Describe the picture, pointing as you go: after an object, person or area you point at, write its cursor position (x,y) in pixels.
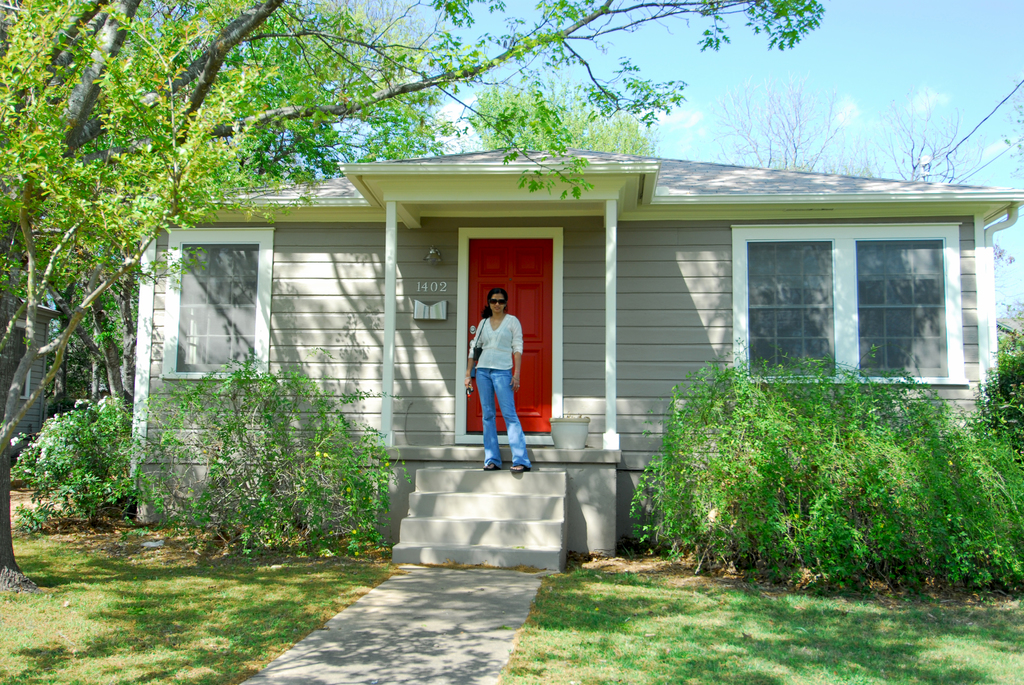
In this image I can see a gray color house (628,265) and i can see a woman (472,373) standing on staircase (473,498), in front of a red color door (530,297), under the house (417,266), at the top (738,86) I can see sky (723,89) and in front of the house (145,415) I can see plants (226,473) on the left side (97,206) I can see tree (5,224).
